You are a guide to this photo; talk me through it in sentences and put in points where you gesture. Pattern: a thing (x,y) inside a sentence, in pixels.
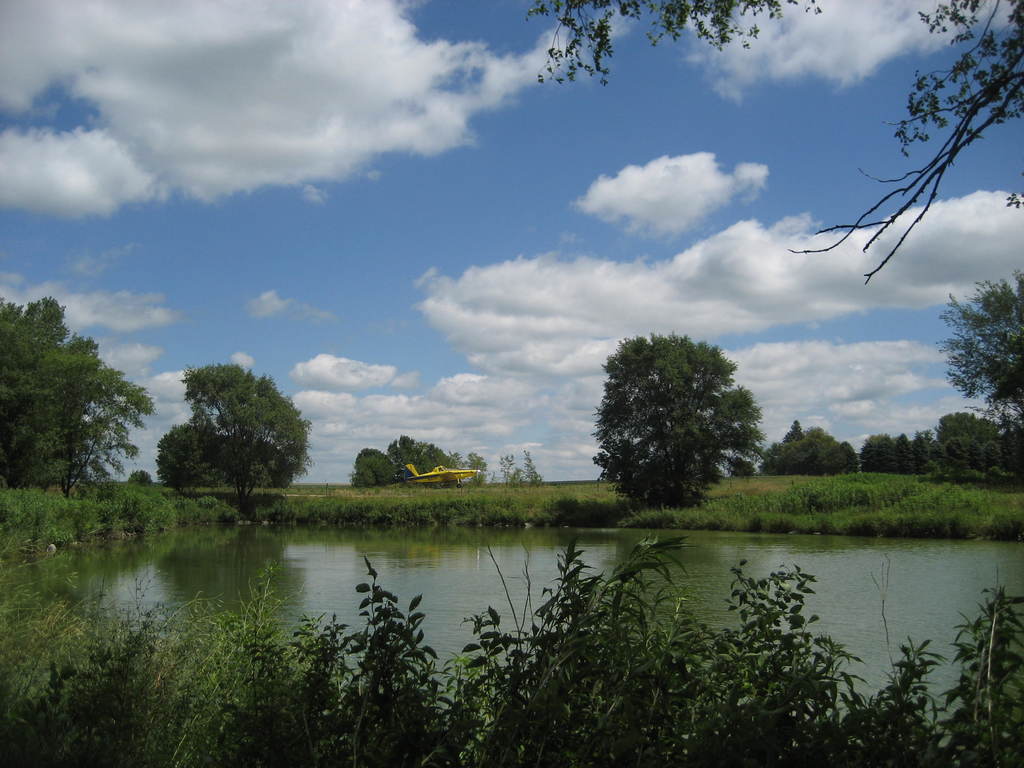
In this picture I can see there is a small lake (534,584), grass (482,509), plants (622,672) and trees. There is an airplane (411,468) and the sky (521,237) has clouds (102,84).
